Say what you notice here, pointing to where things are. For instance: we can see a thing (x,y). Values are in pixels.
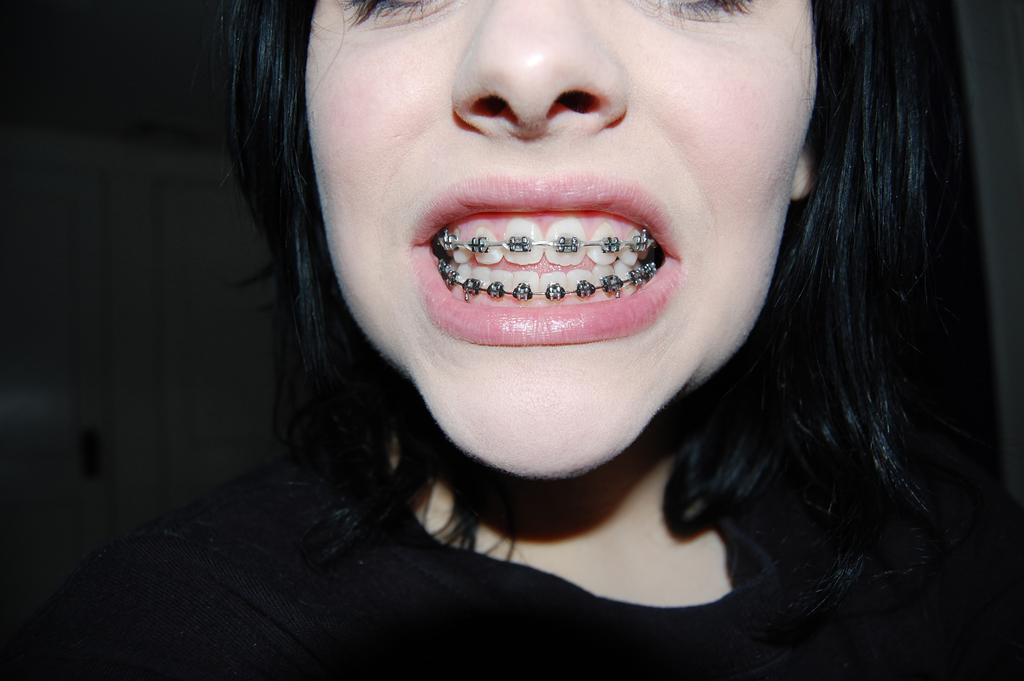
In the picture we can see a woman (537,533) with a black T-shirt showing her a part of the teeth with a clip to it and behind her we can see a door (149,359) which is dark in color.
